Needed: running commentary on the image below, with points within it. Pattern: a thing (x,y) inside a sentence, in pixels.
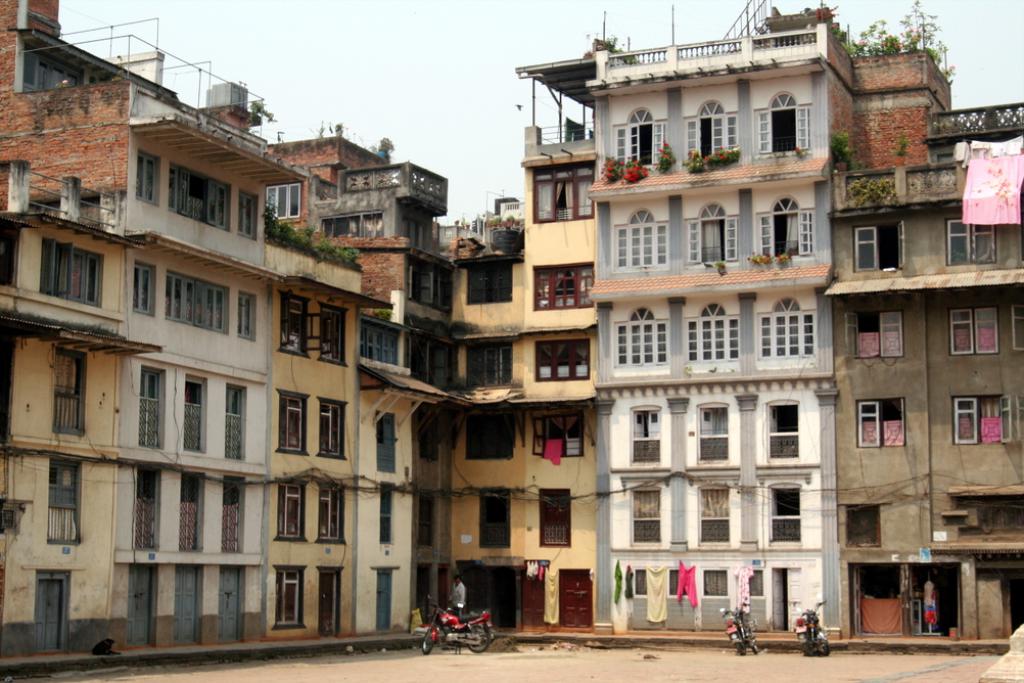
In this image we can see the buildings (443,428), there are some windows (427,448), vehicles (472,623), plants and flower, also we can see some clothes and in the background (653,40), we can see the sky (361,29).
